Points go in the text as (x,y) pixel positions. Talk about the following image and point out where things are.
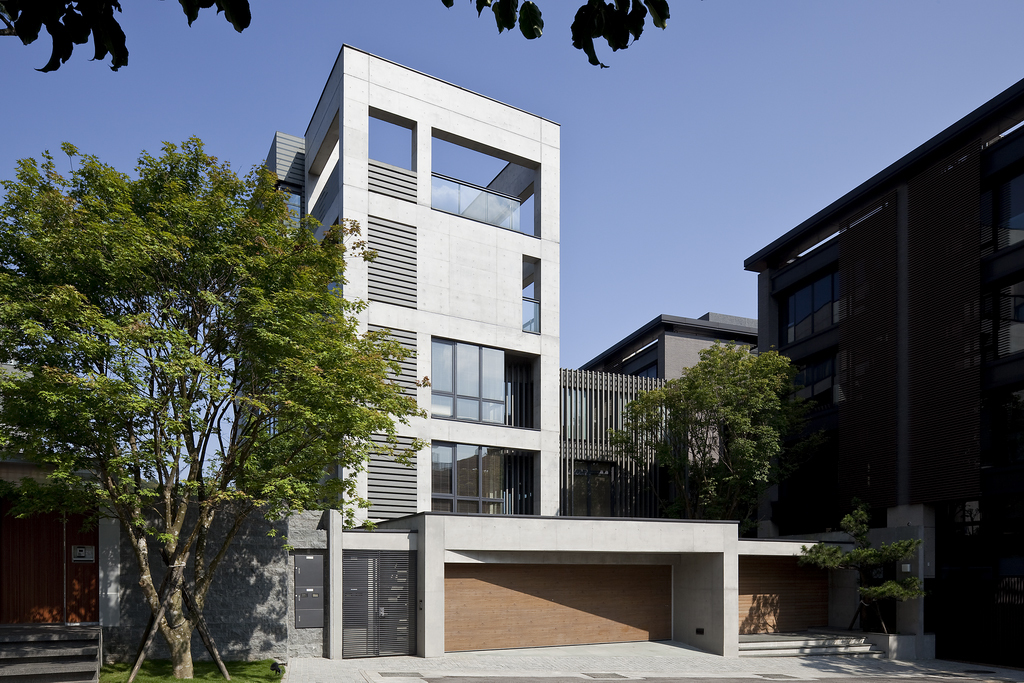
In this image we can see buildings (925,470), trees (316,408). At the top of the image (428,71) there is sky (642,86). There are gates (355,597).
